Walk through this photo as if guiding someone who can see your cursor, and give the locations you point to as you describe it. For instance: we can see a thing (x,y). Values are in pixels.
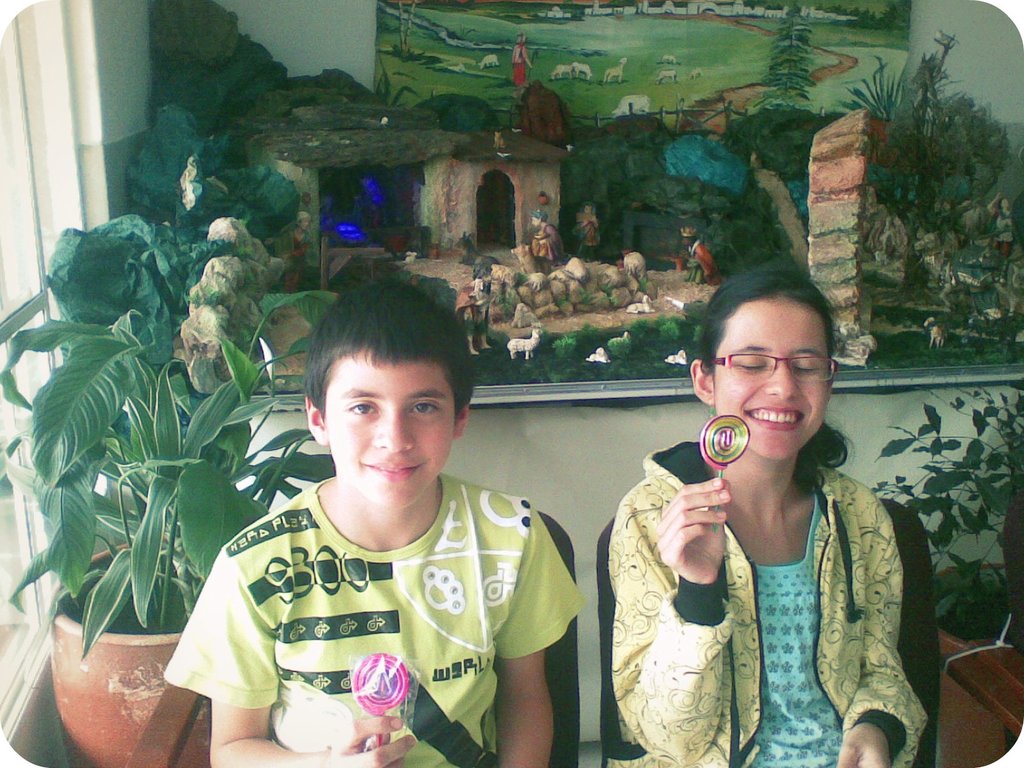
In this image I can see two people (624,637) sitting on the chairs (609,636) and holding something. Back I can see a flower pot (102,431), house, animals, stones (600,290). I can see a wall (987,59) and window (10,627).
